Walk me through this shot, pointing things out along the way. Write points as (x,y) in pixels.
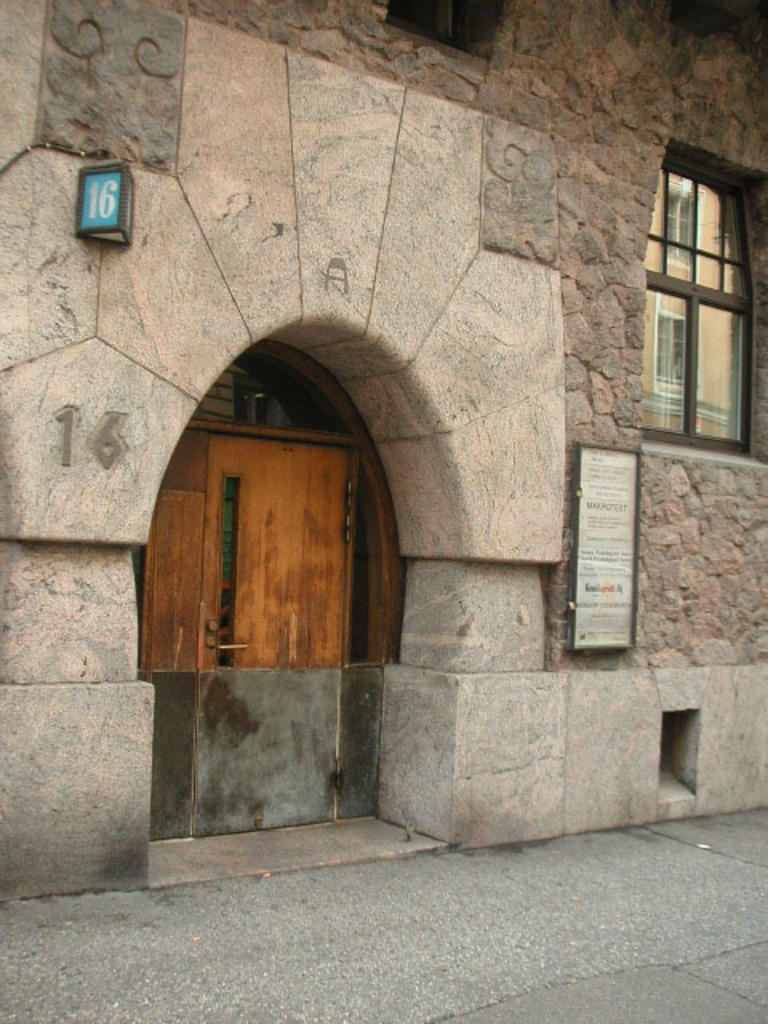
In this image I can see there is a stone wall (453,404) and in the middle (378,606) it is a door (289,570) in brown color. On the left side (105,164) there is the number 16 (105,216) on it. On the right side (679,307) there are glass windows (713,192) in that wall (758,232).
